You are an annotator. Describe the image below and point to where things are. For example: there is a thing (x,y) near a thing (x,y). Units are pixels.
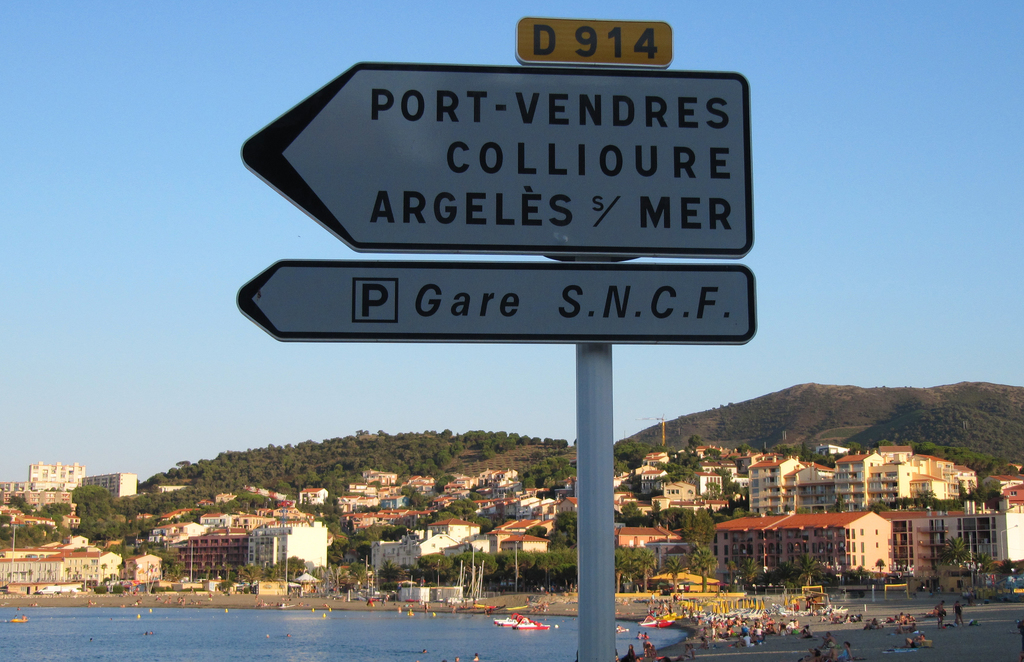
In the picture we can see signage board (486,153) on which some words (586,153) are written, in the background of the picture (333,646) there is water (495,655), there are some boats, person's (755,625) resting on ground (804,641), there are houses (671,494), trees (925,502) and mountains (491,464) and top of the picture (807,163) there is clear sky (45,342).
